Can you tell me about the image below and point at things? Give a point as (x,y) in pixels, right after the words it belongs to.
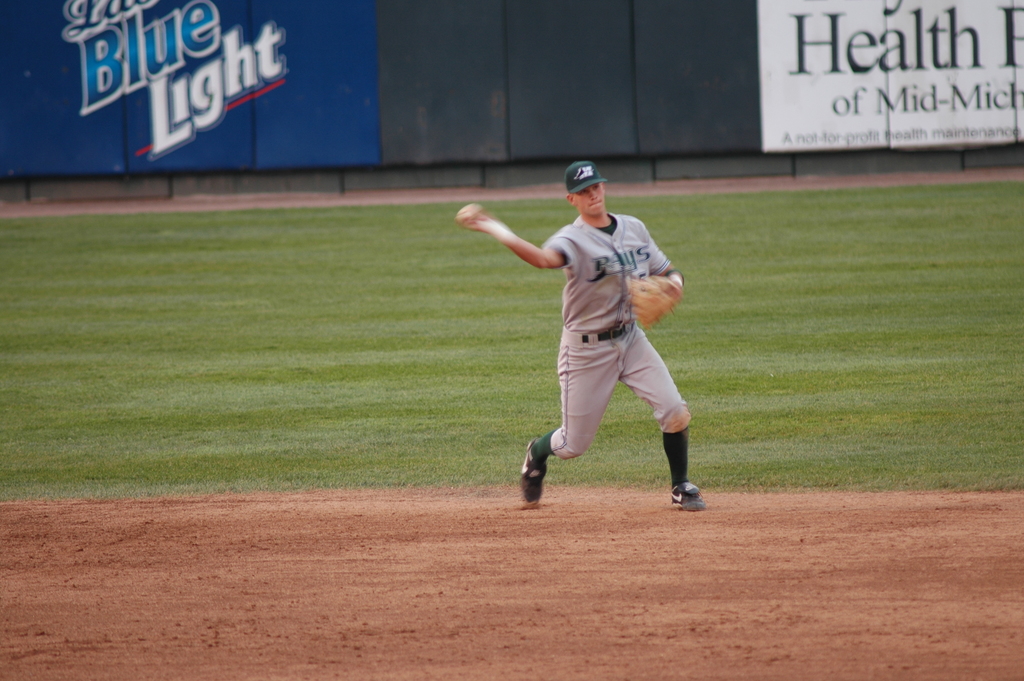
There is a person (614,256) in gray color dress (592,397), wearing a glove (665,292) and running on the ground (362,497), near grass (815,333) on the ground (326,318). In the background (377,164), there is a white color hoarding (829,61) and blue color hoarding (233,113).
